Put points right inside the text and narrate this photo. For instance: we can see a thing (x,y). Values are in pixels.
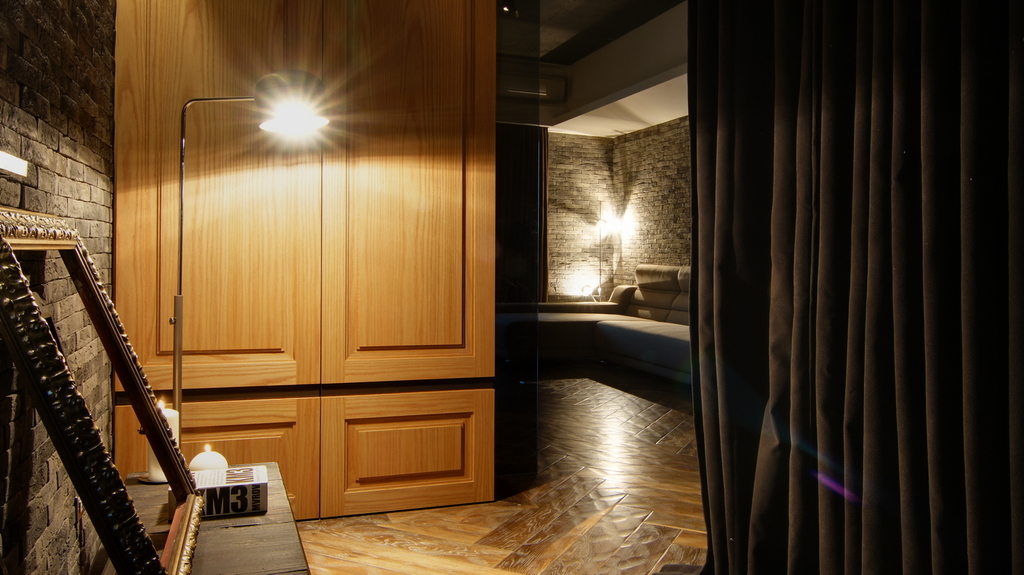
In this image there is a frame (23,222), table (219,538), curtain (773,287), candles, couch (601,335), lights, lamp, walls (626,188), cupboard (232,347) and objects (244,497).
